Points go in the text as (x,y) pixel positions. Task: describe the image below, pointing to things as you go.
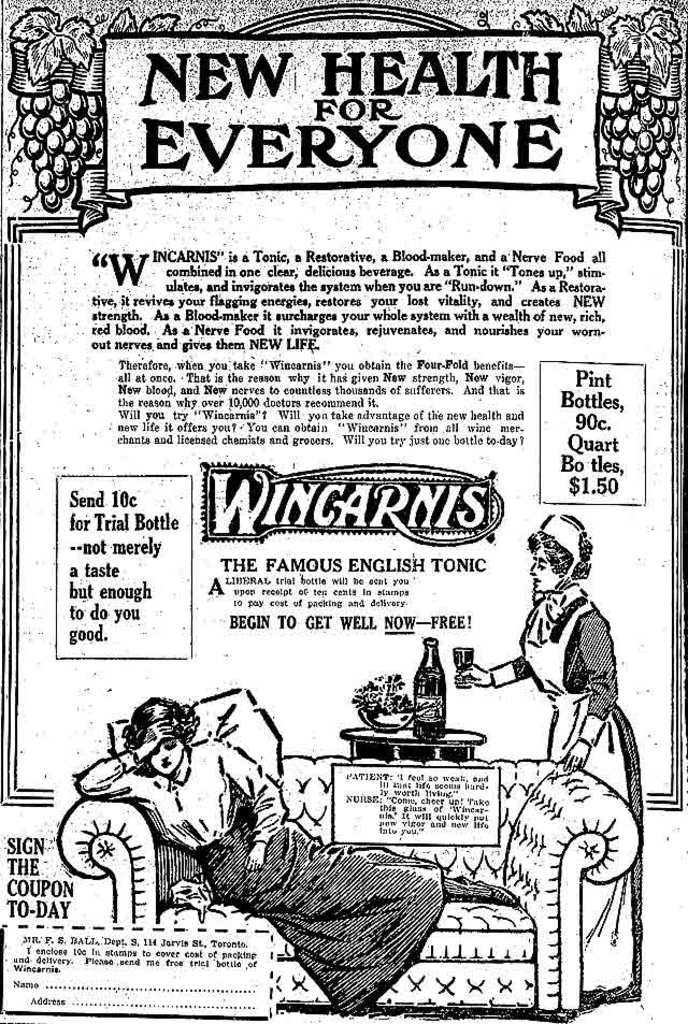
This image consists of a poster (233,688). On this poster (234,520), I can see some text (275,485) and the paintings (256,818) of two persons (281,893). One person (576,675) is standing, one person (275,863) is lying on a couch (135,881). Behind the couch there is a table (422,745) on which a bottle (423,717) and a bowl (405,716) are placed.
